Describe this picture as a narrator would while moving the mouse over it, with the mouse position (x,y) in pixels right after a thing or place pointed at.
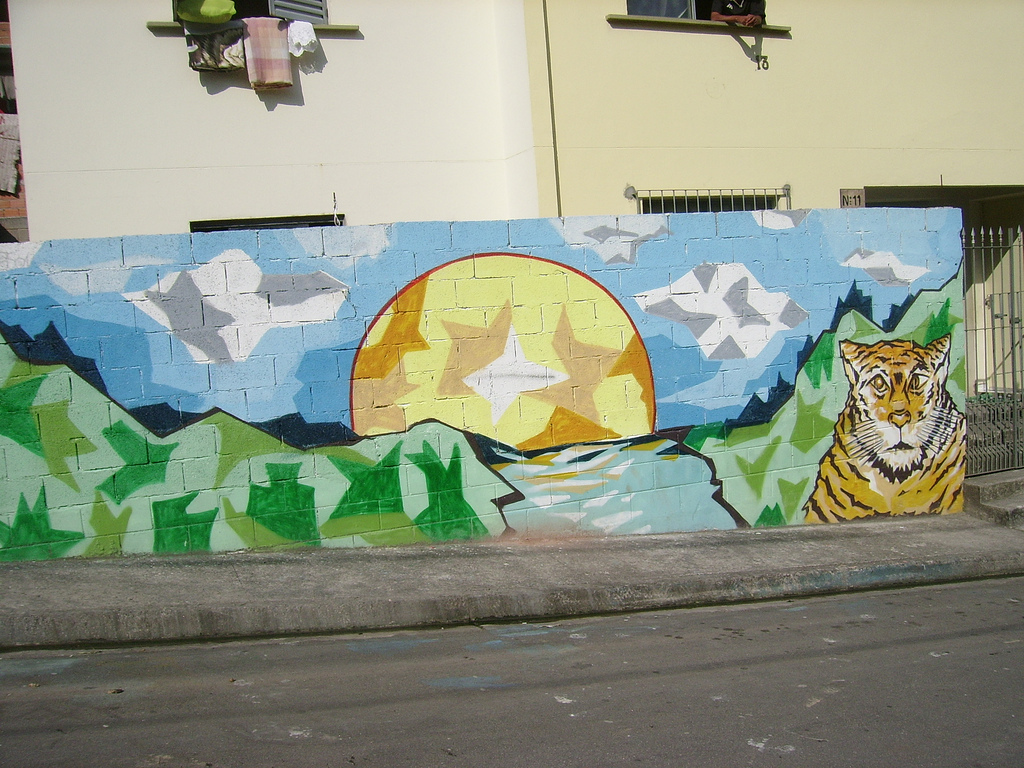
Painting (333,413) is on wall (298,333). In-front of this window (255,1) there are clothes (263,40). Here we can see a person hands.
